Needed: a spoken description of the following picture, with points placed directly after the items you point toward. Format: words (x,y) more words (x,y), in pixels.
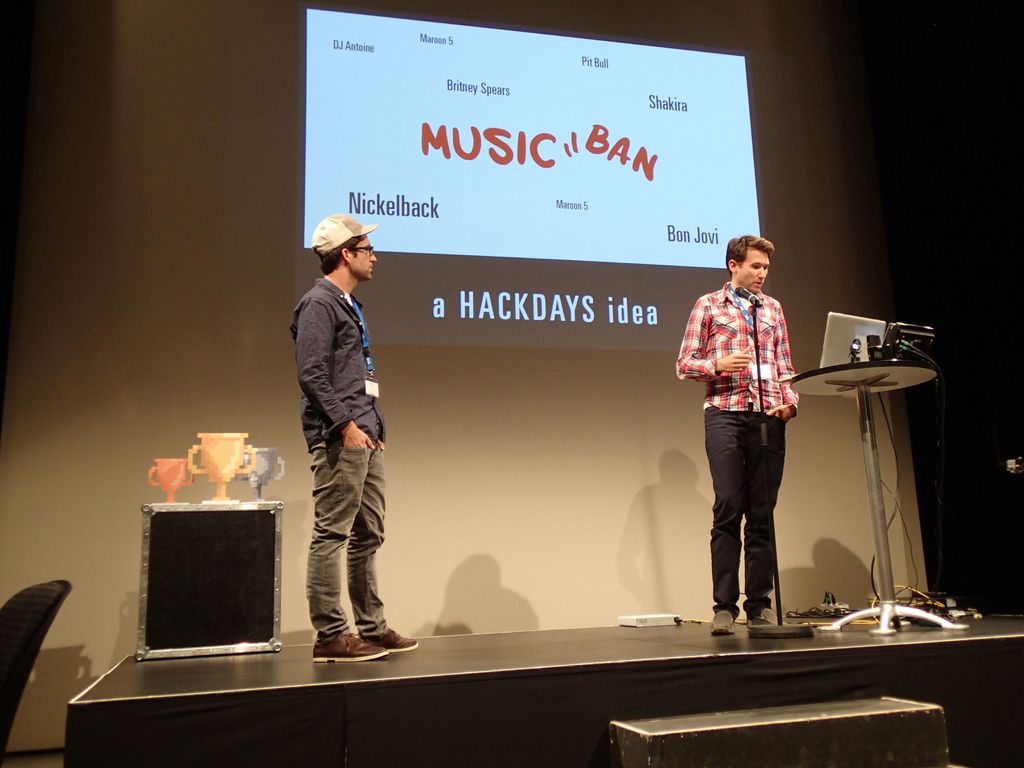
In this picture we can see two men (747,368) standing here, there is a microphone (760,383) here, on the right side (865,468) there is a table (866,460), we can see a laptop (824,362) on the table (798,378), on the left side (213,471) we can see three trophies (230,474), in the background (400,311) there is a screen (548,216).
